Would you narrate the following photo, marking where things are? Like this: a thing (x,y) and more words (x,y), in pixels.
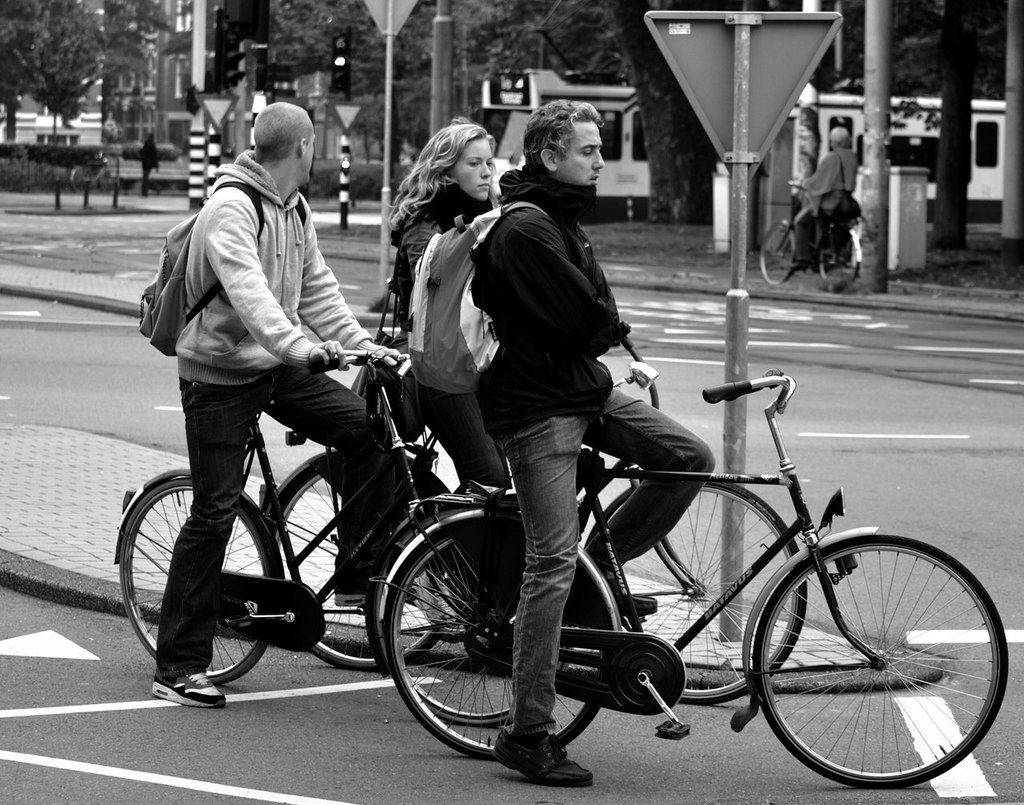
In the middle of the image (342,300) few people (560,280) are standing on the bicycle (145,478). Behind them there are few traffic poles (343,79). At the top of the image (44,41) there are some trees (1001,77). Top left side of the image (161,89) there is a building (147,73).
